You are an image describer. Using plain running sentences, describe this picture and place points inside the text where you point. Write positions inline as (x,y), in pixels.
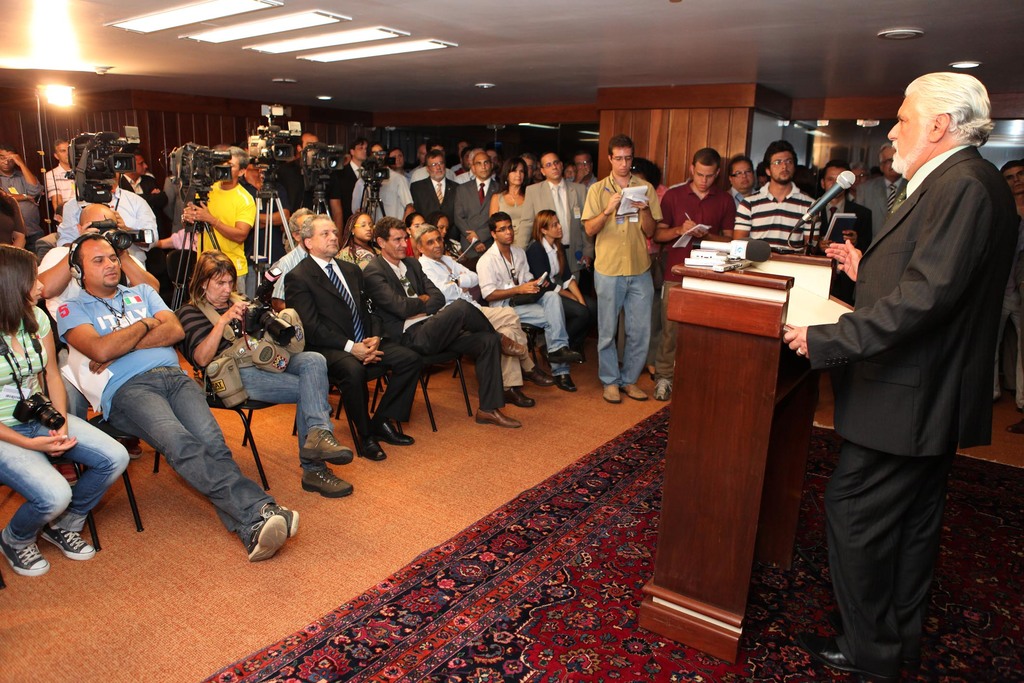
In the image there is a man (807,352) standing in front of a table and talking something and in front of him there are media people (388,283) sitting and some of them are standing, behind them there are few people (236,209) capturing the photos and videos with the cameras (128,149), in the background (124,106) there is a wooden wall (151,97).
